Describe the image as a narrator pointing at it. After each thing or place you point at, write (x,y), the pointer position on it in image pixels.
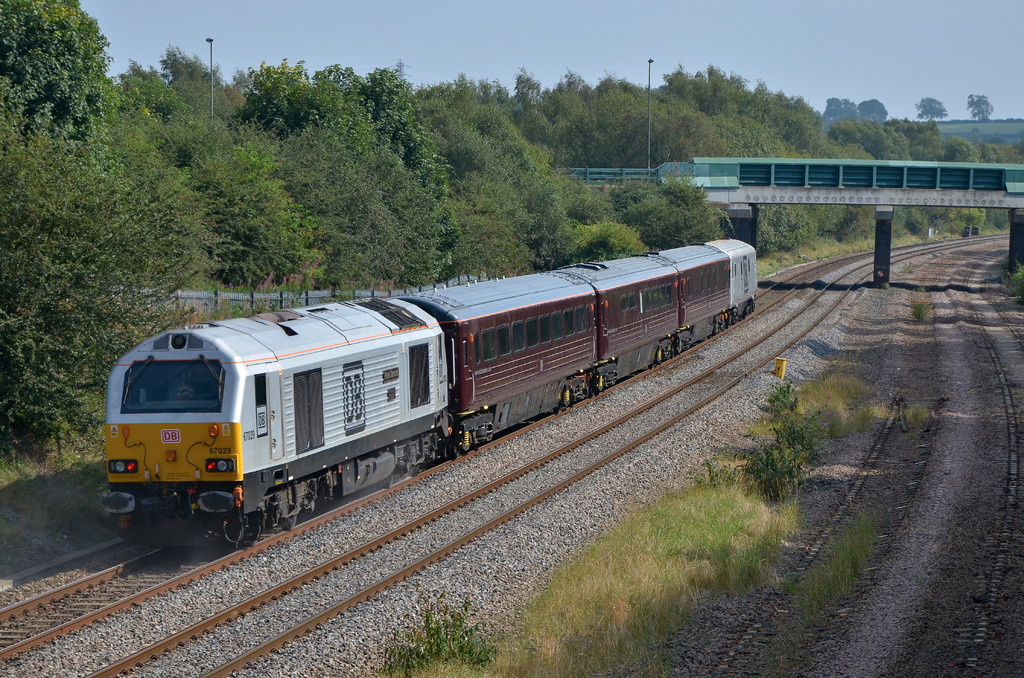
In this image, we can see the railway tracks (472,524), there is a train (351,467) on the track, we can see the bridge (731,211), there are some green trees (568,153), we can see the poles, at the top (946,27) there is a sky (519,15).
